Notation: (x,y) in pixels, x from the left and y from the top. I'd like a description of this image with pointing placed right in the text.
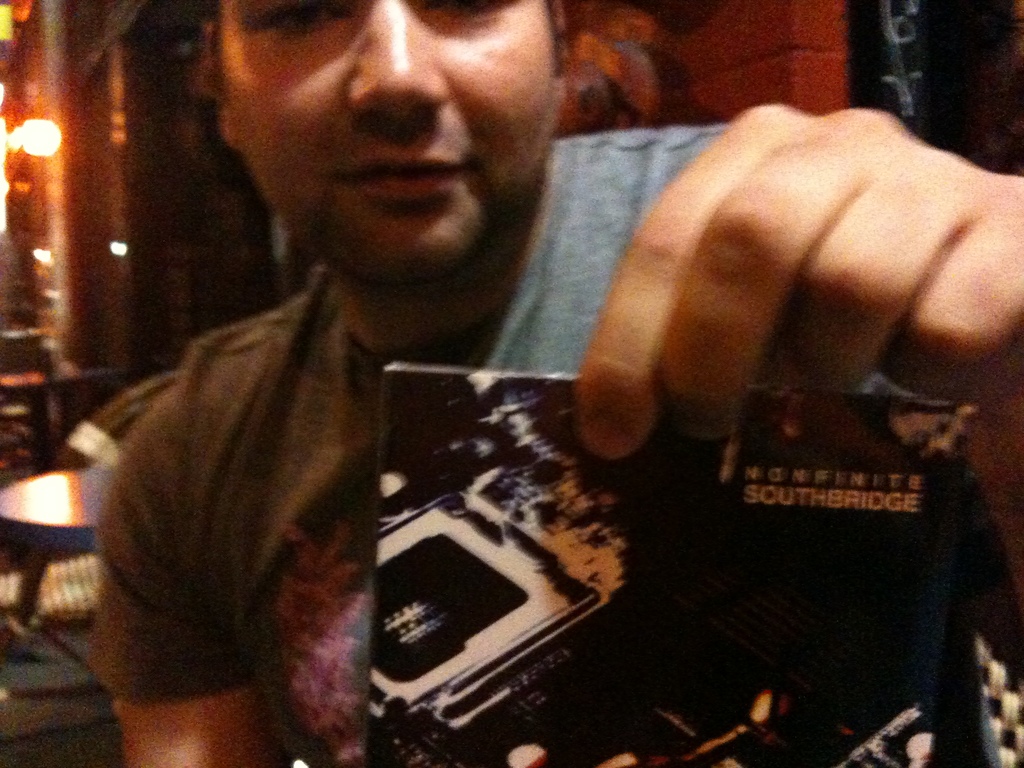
In this image, we can see a person (285,385) sitting and holding a paper (738,634), in the background (65,512), we can see a table (61,498), wall (89,172) and a light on the wall (38,166).
